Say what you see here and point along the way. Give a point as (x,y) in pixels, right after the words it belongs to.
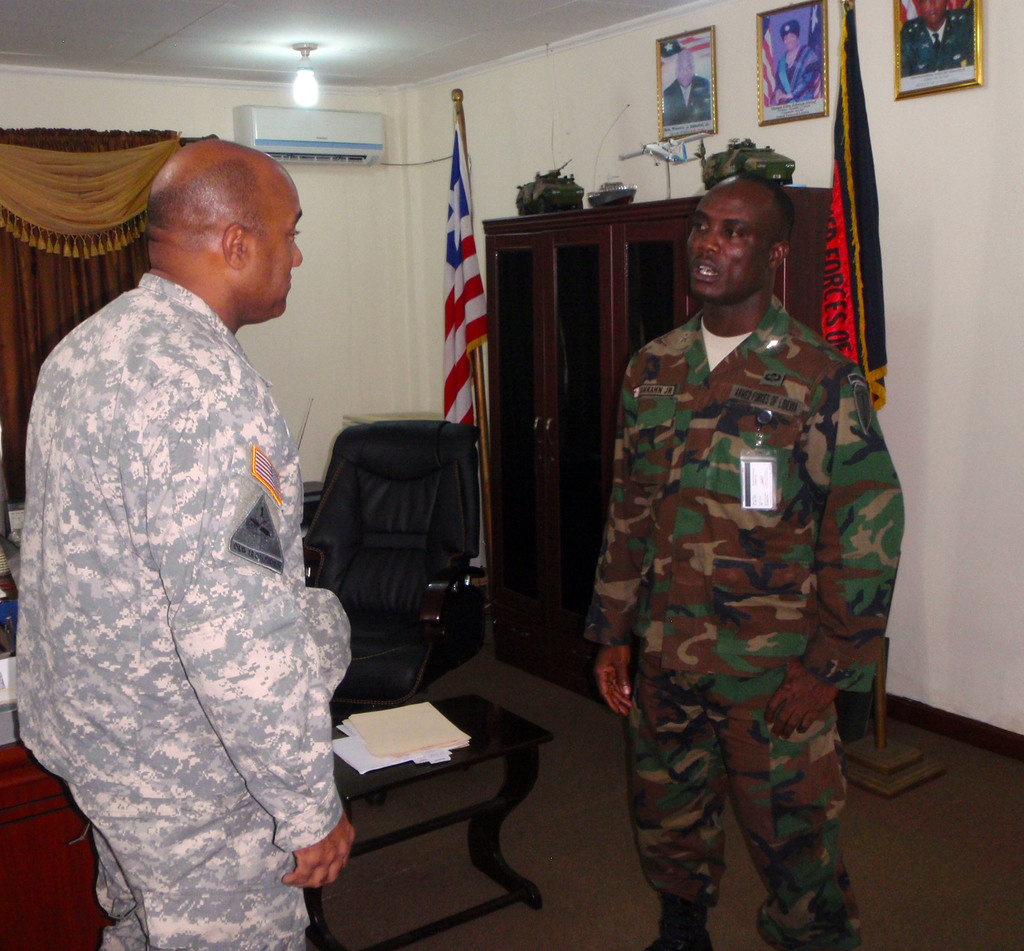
In this image there are two persons (679,346) who are standing and on the left side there is one chair (351,622) beside that chair (393,656) there is one table (489,741). On that table (352,786) there are some papers (378,738) and on the background (590,95) there is wall (232,114) and on the wall (41,113) there is one air conditioner (314,138) and some photo frames (679,73) are there and on the right side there is one cupboard (516,482), beside that cupboard (520,351) there is one flag (471,254) and on the top (382,25) there is ceiling (267,25) on the ceiling (281,45) there is one light (305,97) and on the top of the left side (29,239) there is one curtain (50,228).
